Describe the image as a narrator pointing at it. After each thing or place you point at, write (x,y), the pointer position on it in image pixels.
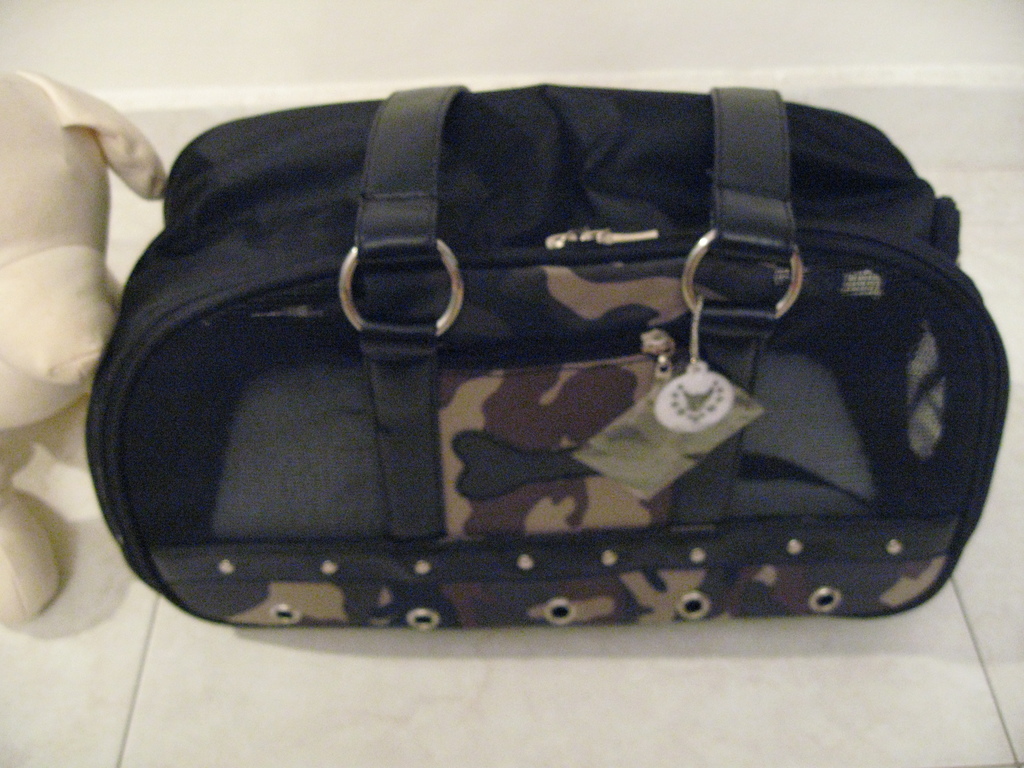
In this image I can see a bag (580,445) on the floor (520,681).
